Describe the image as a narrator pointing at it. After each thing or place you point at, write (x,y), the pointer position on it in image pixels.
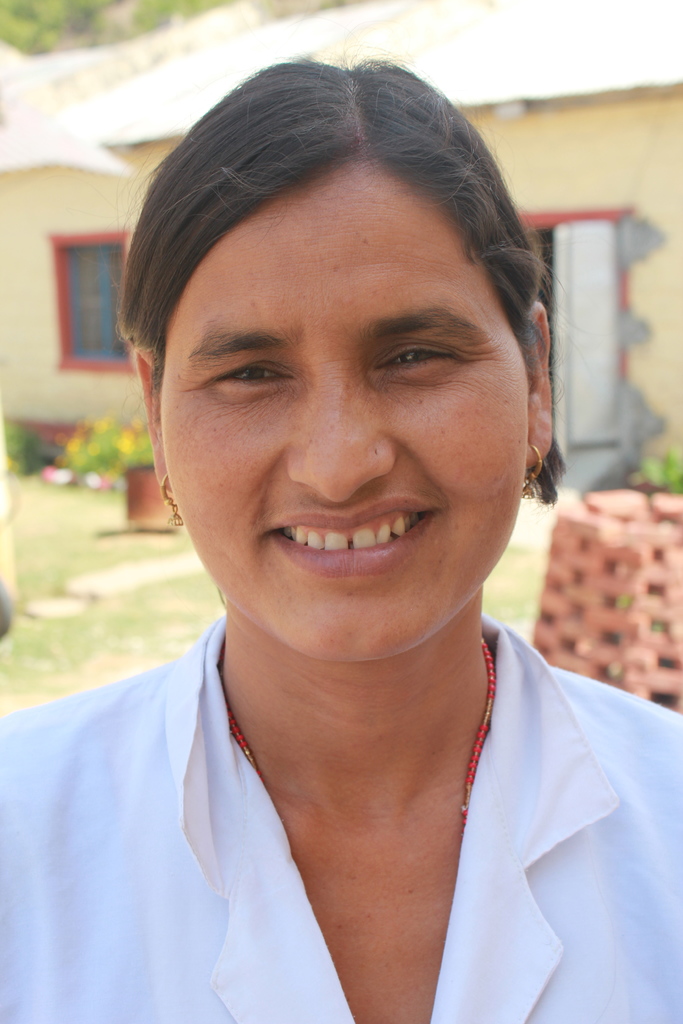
In the image there is a woman (344,618), she is smiling and behind the woman (279,143) there is a house (682,334).
